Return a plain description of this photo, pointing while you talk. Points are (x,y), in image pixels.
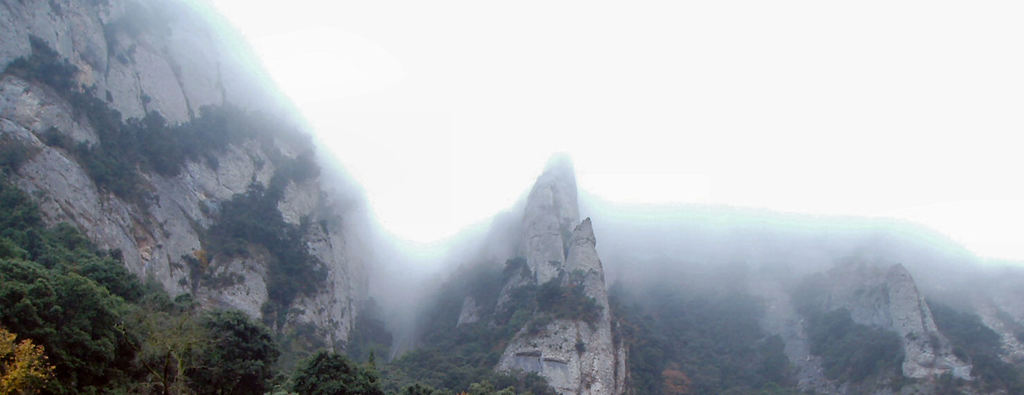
This image consists of mountains (208,287). At the bottom (236,360), there are trees (85,335). At the top (717,84), there is sky (411,157).
